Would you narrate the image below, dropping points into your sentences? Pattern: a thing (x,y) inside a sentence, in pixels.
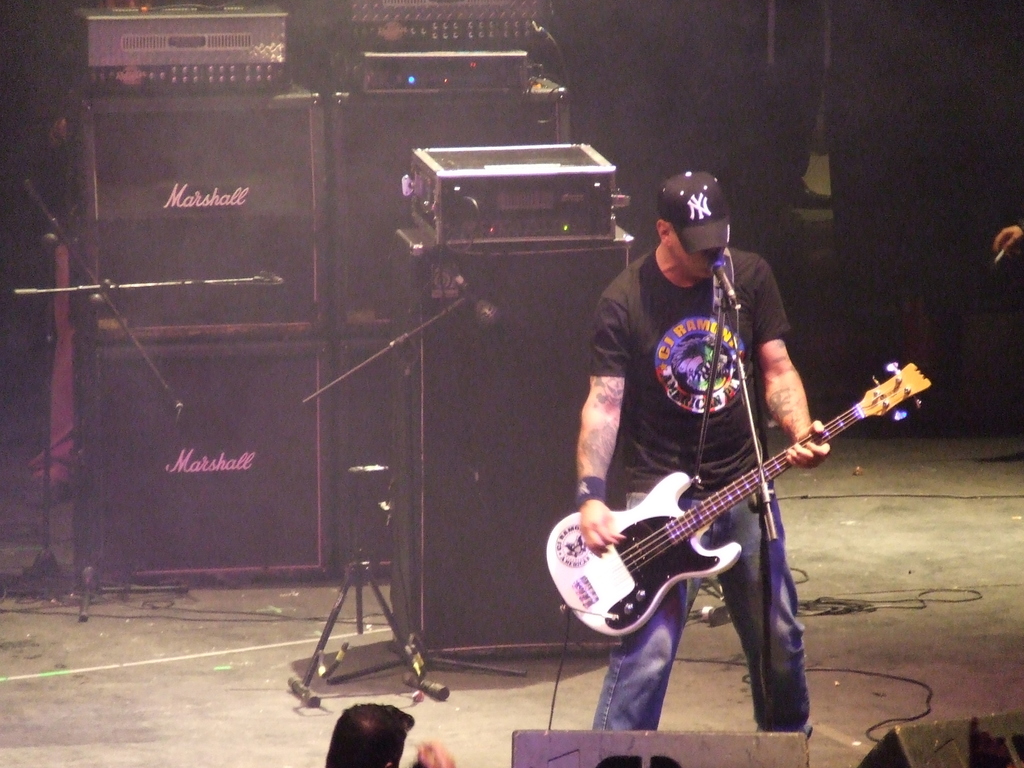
In this image I can see a person (661,285) holding a guitar (685,521). There is a mic (726,288) and a stand (723,307). At the back side (329,255) there are speakers (275,383).
